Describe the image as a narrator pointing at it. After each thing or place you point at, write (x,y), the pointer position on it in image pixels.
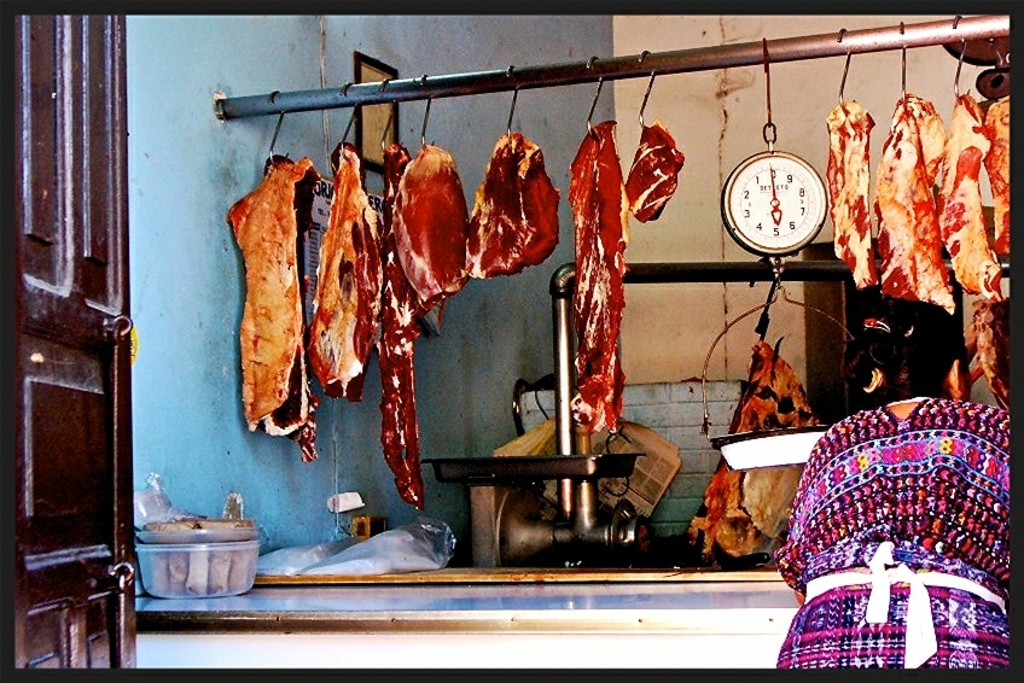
In the center of the image (495,274) we can see weight machine (771,452) and flesh (494,166) are hanging to the hangers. In the background of the image (640,354) we can see the wall (735,296) and frame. At the bottom of the image (401,593) we can see a table (364,615). On the table (364,603) we can see a bowl (214,552), plate (223,540), plastic covers (380,537). On the left side of the image (76,51) we can see a door (116,462). On the right side of the image (943,471) we can see a lady (939,543) is standing.
